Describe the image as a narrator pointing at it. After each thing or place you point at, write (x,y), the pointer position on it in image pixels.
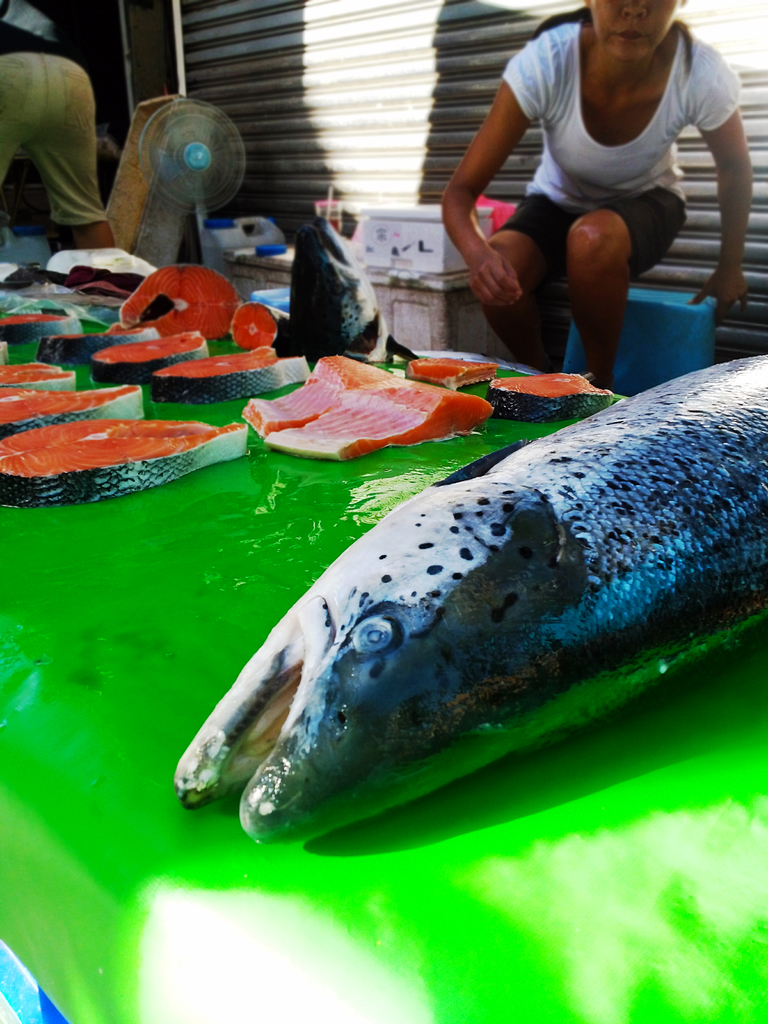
In this image I can see table (682,1003) with fish (510,562) and fish pieces (353,445) beside that there is a person (79,108), fan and other things (148,240).
